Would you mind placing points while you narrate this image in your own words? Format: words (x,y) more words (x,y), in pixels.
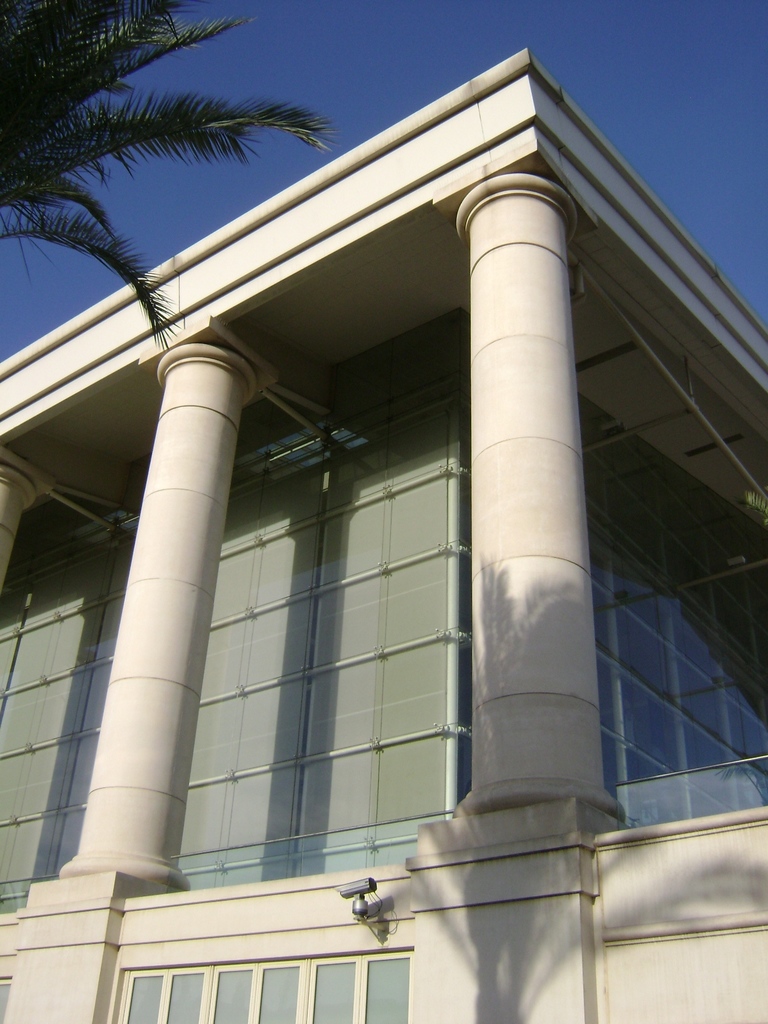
In this image there is a building (340,538). On the left (65,110) we can see a tree (67,93). In the background (394,83) there is sky (408,38).
